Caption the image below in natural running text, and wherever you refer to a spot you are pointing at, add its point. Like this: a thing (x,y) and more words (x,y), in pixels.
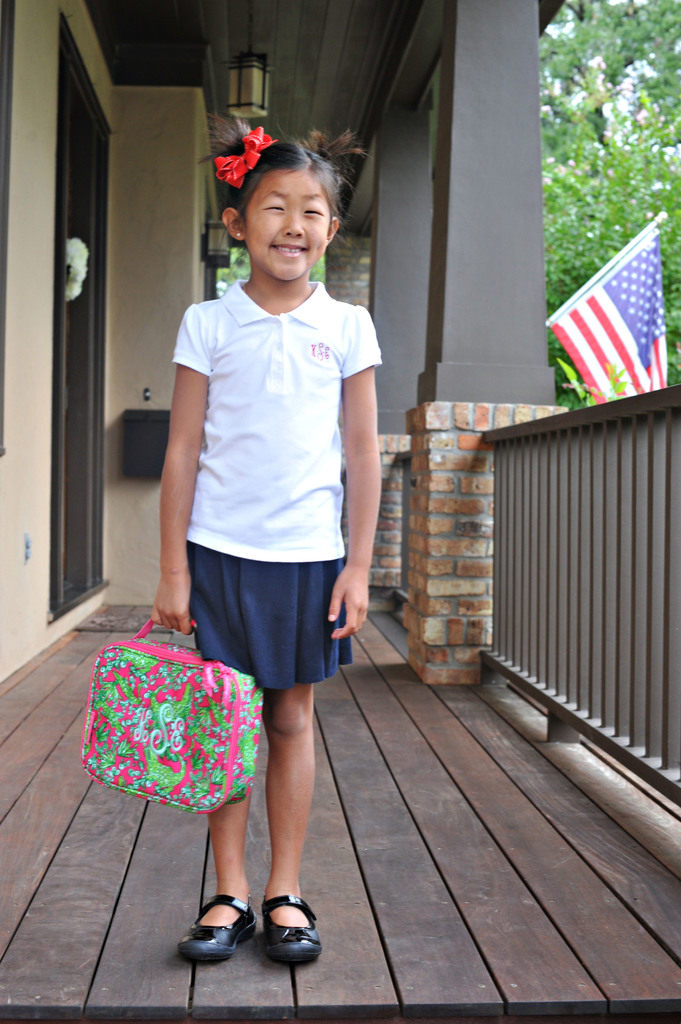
In this image we can see a child (280,865) holding a bag (193,805). On the backside (484,201) we can see some pillars (477,268), ceiling light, door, flag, trees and a fence (537,643).
